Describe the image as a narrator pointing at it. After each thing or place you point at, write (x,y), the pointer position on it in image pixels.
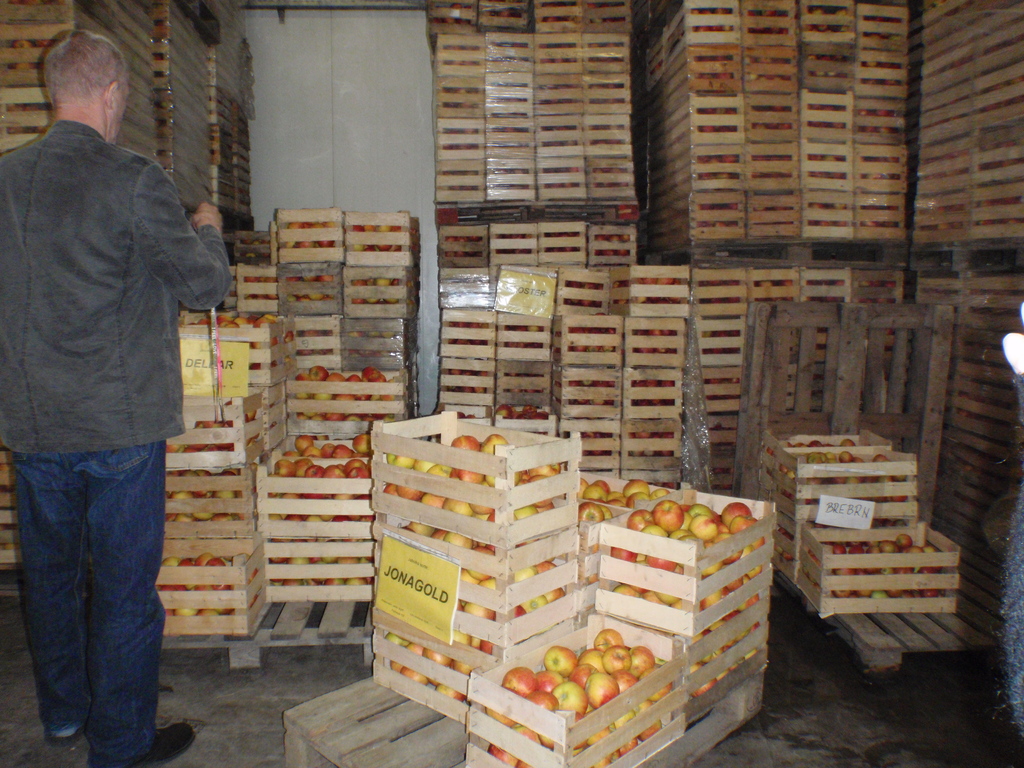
In this picture I can observe number of wooden boxes (558,486). There are some fruits (580,682) in these boxes (379,466). On the left side (53,475) I can observe a man (53,546) standing on the floor (26,718). In the background (330,133) I can observe wall (352,127).
